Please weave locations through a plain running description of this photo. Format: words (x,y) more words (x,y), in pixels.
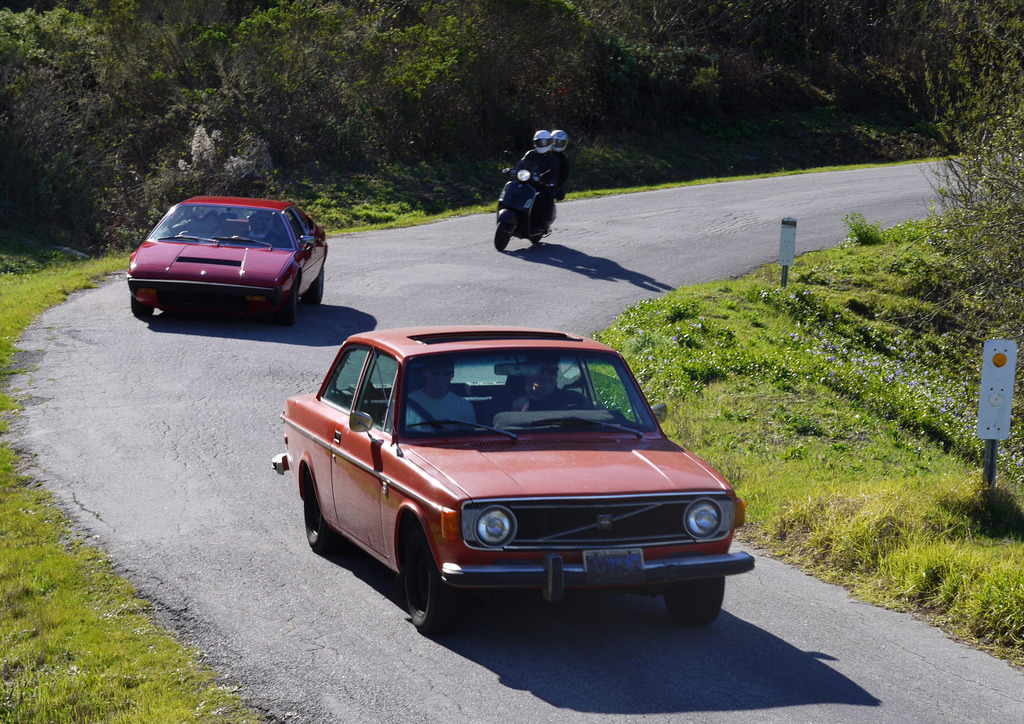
In this image there is a road (321,575) in the middle (495,289). On the road (294,529) there are two cars (367,388) in a line. Behind the cars (303,246) there is a motor bike (520,209) on which there are two persons (534,170). There are trees (741,85) on either side of the road (676,236).
